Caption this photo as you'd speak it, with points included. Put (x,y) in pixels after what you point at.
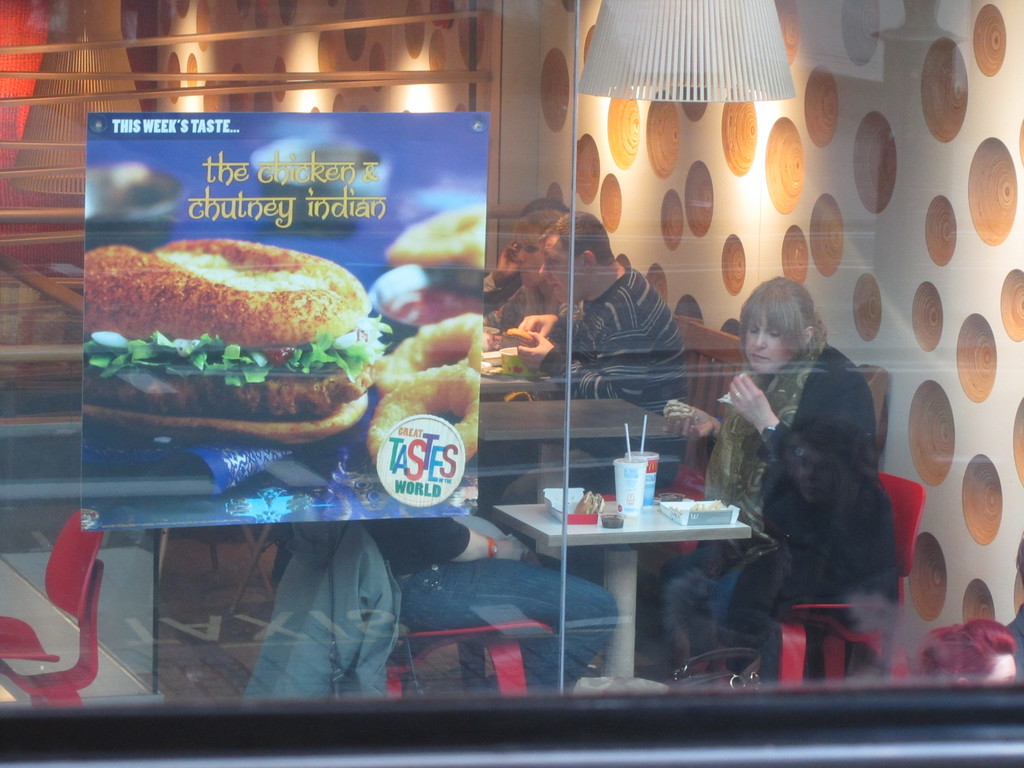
We can see poster (359,380) over a glass (995,463). Through glass (944,486) we can see persons (774,462) sitting on chairs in front of a table (698,539) and having food (707,506). On the table (557,535) we can see boxes (561,506), glasses (654,480) with straws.
